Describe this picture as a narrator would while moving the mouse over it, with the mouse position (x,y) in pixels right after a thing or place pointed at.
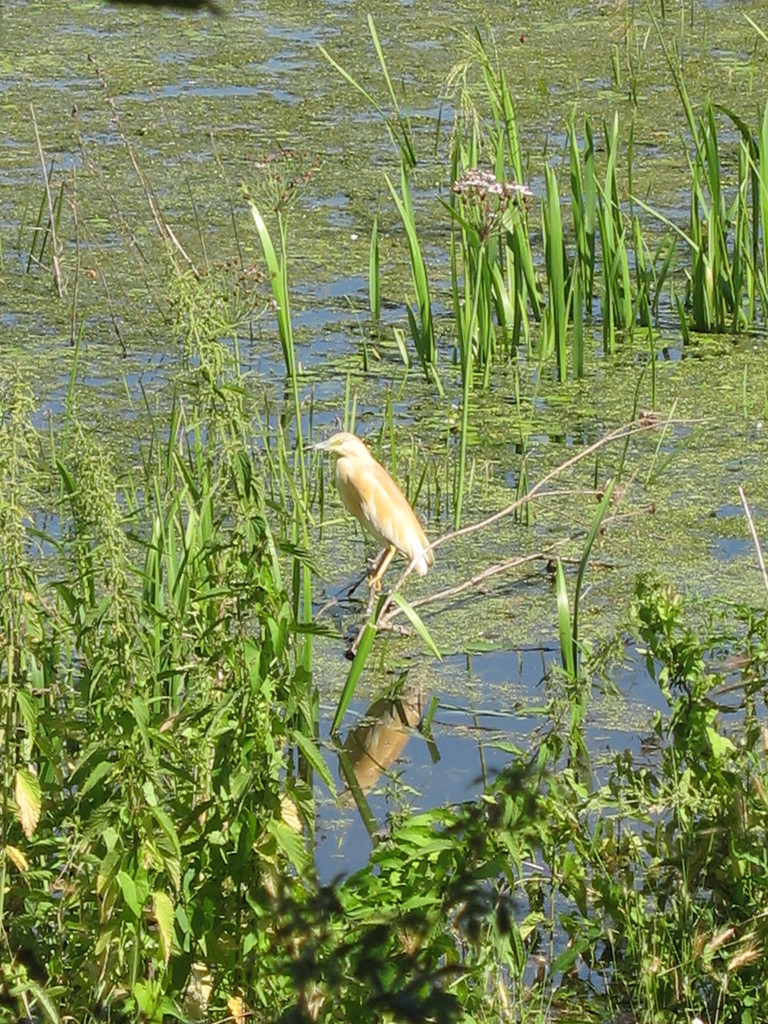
In the image we can see there is a bird (374,510) standing on the plant (399,608) and the ground (406,902) is covered with water (422,726) and plants (278,977).
